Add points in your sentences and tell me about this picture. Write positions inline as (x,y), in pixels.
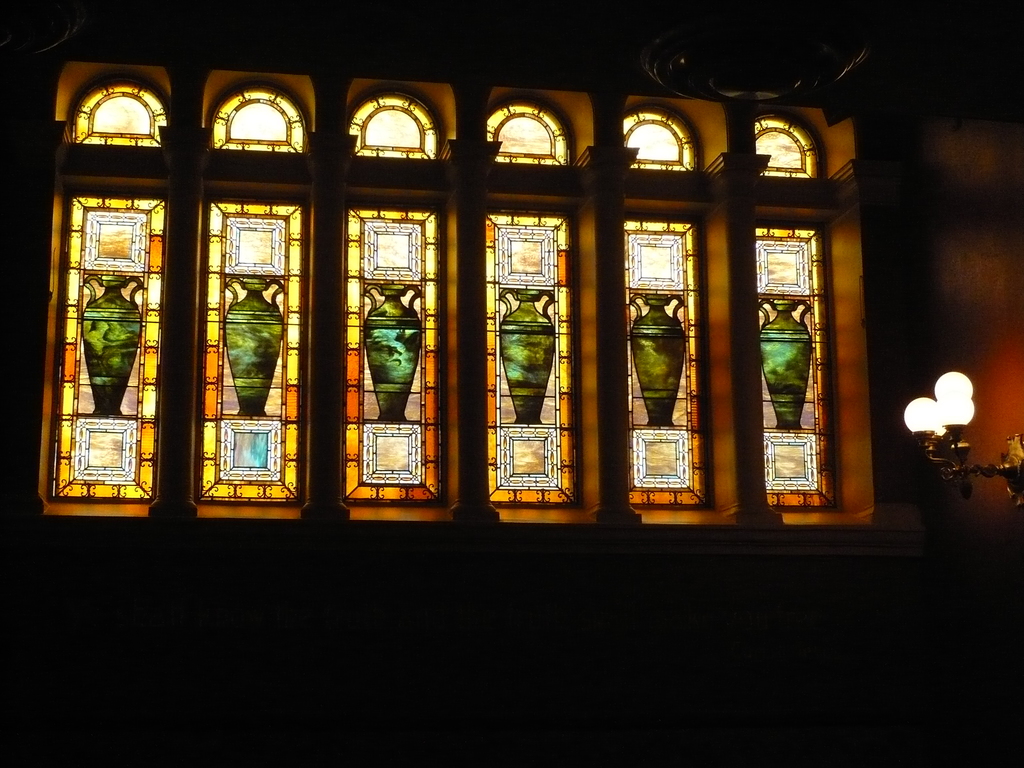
In this image there is a wall (592,319) having windows (491,336). There are pictures (527,336) painted on the windows (539,363). Right side (920,434) a lamp (962,426) is attached to the wall (918,331).
